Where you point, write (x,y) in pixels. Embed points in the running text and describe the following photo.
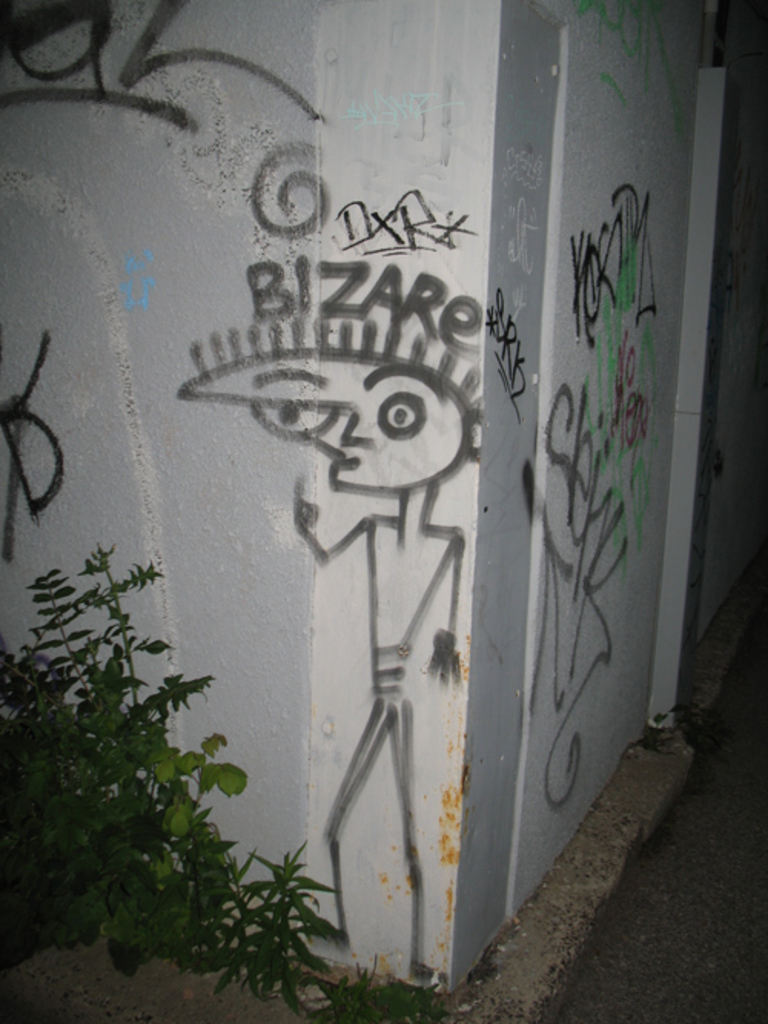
In the center of the image (342,582) there is a wall (526,588), plants (228,789) and a few other objects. On the wall (342,582), we can see some drawing (379,517), in which we can see one person (356,420) and a few other objects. And we can see some text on the wall (230,459).
